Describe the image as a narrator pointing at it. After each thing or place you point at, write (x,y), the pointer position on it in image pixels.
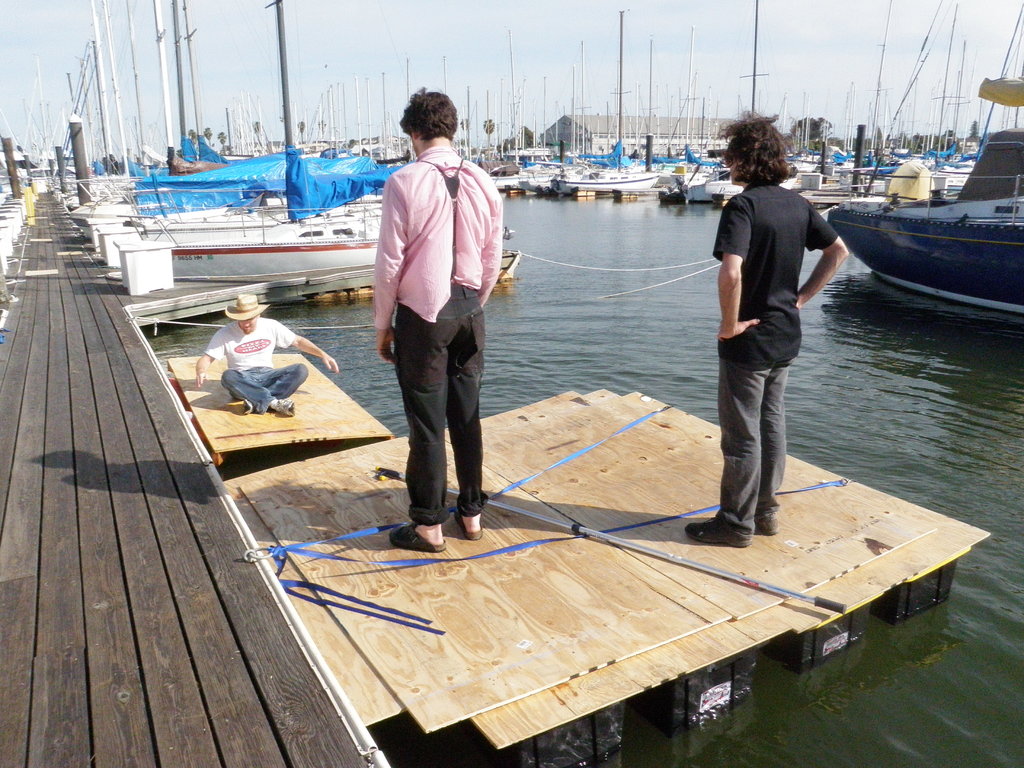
In this picture we can see two men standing on the port harbor (217,662). Behind there are many white color boats (577,164) and iron pipes (703,147).
